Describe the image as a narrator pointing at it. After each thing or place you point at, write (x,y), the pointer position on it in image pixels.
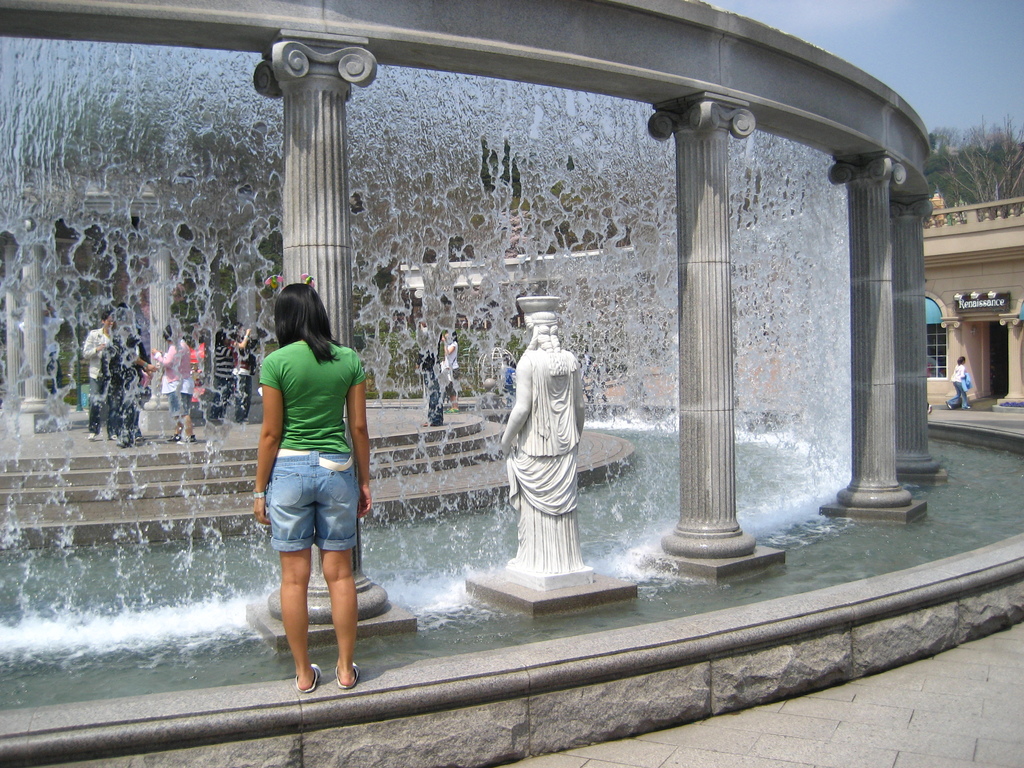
In this picture we can see a person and a statue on the platform (580,676), here we can see a concrete structure (458,670), water (826,557), pillars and a building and in the background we can see few people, trees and the sky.
